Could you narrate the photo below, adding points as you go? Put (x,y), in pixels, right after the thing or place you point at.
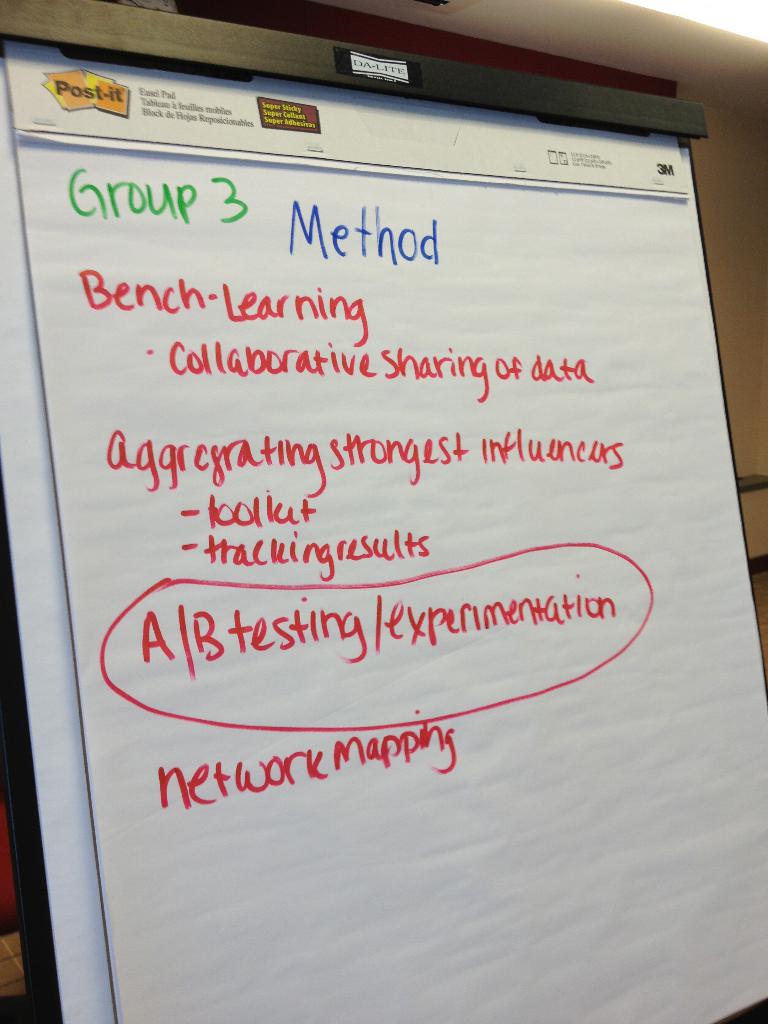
In the foreground of this image (307,304), there is a board (493,687) on which there is some text (387,438). In the background (726,255), there is a wall (723,216).
